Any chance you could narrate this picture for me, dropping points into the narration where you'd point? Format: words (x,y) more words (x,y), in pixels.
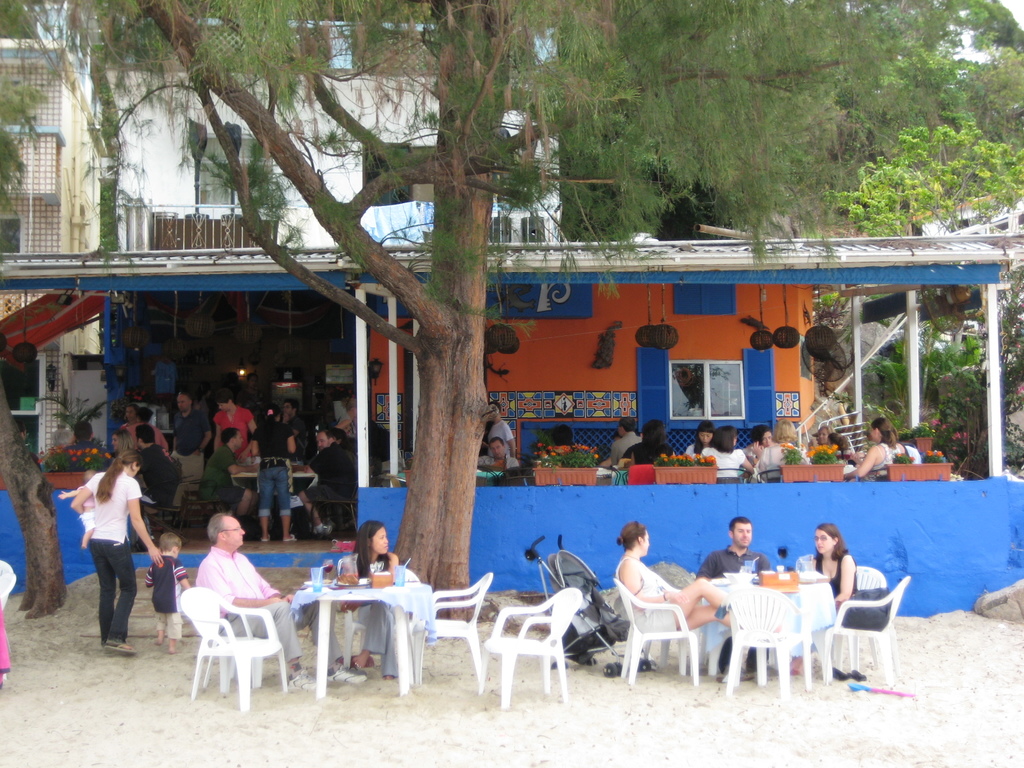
In this image i can see few people (694,588) sitting on chairs (751,601) in front of table (322,600) under the tree (546,119), On the table (830,592) i can see few glasses (397,583) and few objects (769,570). In the background (342,399) i can see a tent (331,275) and few people (313,472) sitting on chairs (333,503) in front of tables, a tree (472,430), a store (345,345) and a building (86,148).
